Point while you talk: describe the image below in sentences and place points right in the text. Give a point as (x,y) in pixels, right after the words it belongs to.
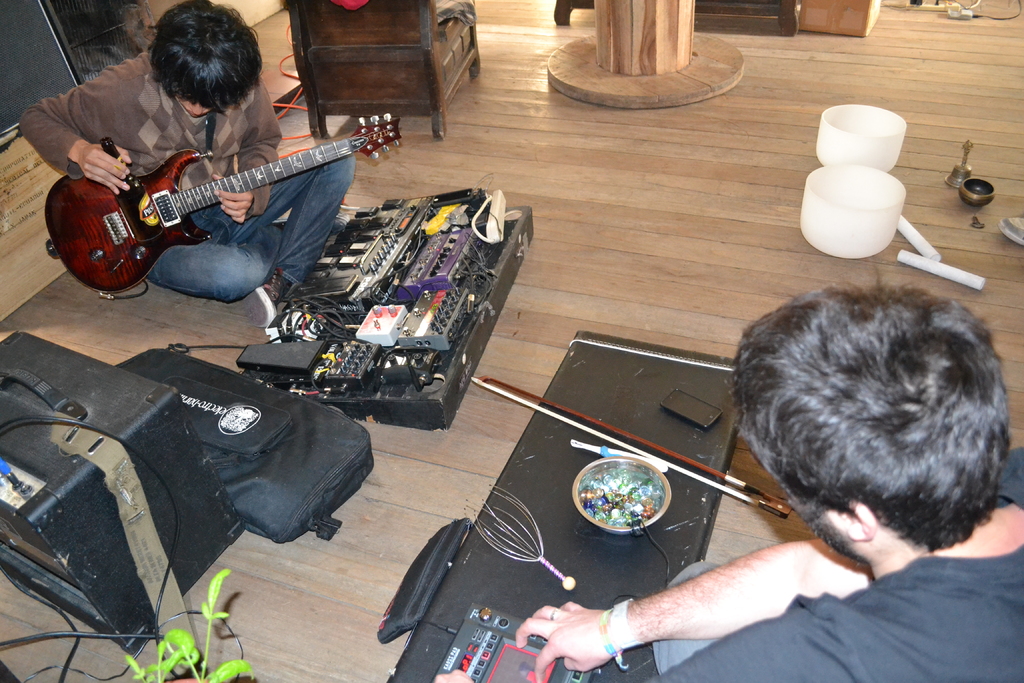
The person (231,143) wearing the brown dress (178,123) is holding a guitar (162,191) in his hand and a bottle (149,215) in his right hand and there is a amplifier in front of him and there is also another person (855,609) wearing black shirt (948,628) in the right bottom corner (937,621) and there is also some instruments (186,496) in the left corner (60,535).
